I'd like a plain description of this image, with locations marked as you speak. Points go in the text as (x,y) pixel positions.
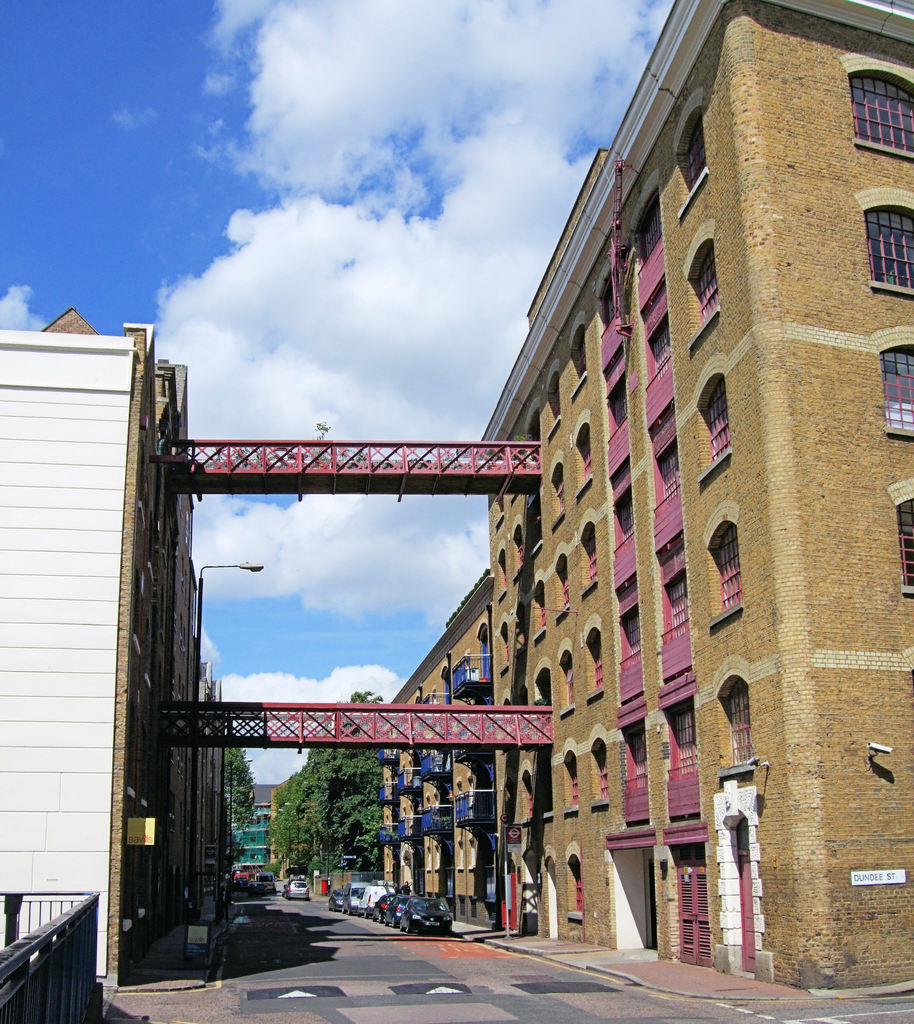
This is the road (318,923), there are few cars (368,905) parked on this road (360,917). On either side of this road (334,911) there are buildings (606,751), at the top (326,196) it's a cloudy sky (322,196).
